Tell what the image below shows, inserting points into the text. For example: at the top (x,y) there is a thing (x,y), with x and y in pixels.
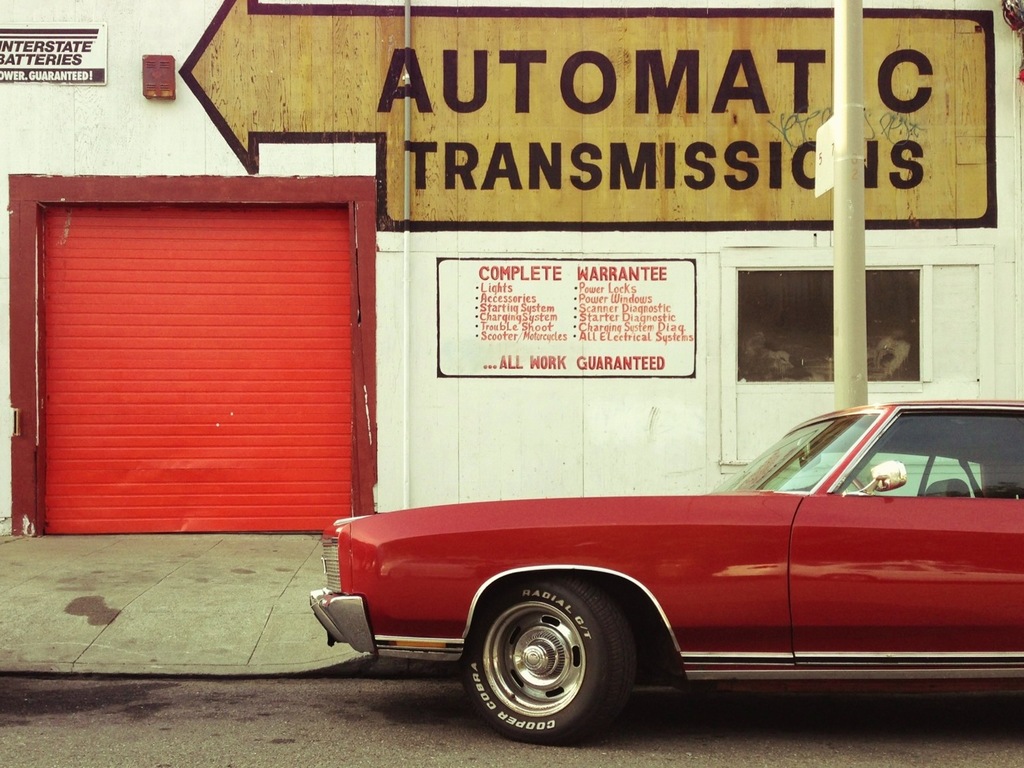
In this image we can see a car (642,508) which is parked beside the road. On the backside (191,270) we can see a shutter (181,493), a pole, a board (478,226) and some written text (565,190) on the wall (441,199).
